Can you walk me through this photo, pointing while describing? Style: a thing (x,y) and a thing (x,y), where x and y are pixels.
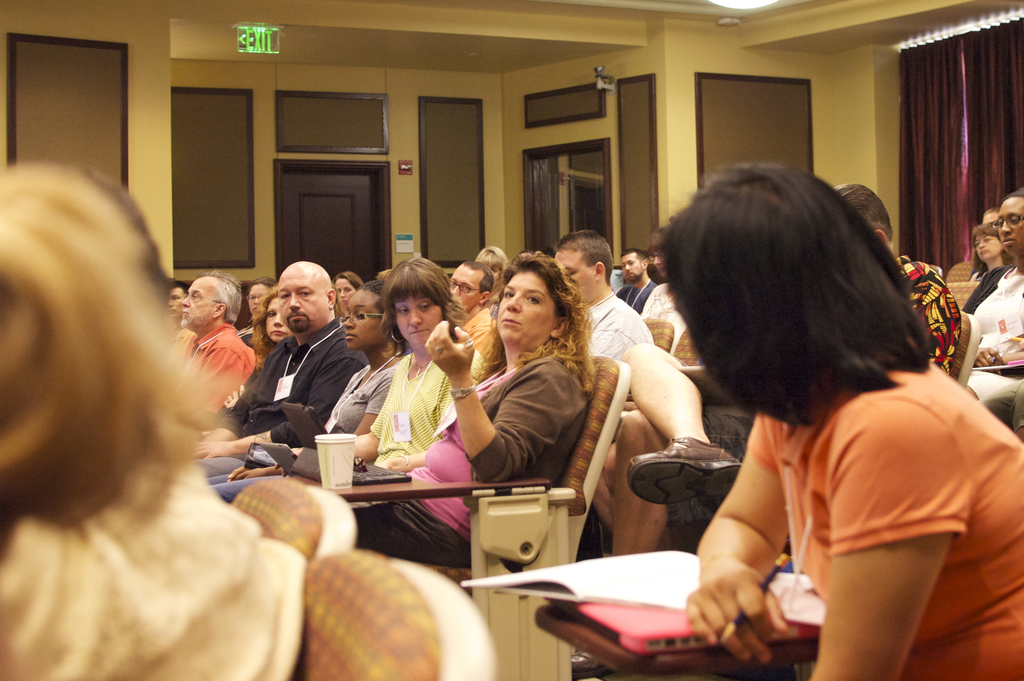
In this image we can see men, women (545,336), seats (553,542), laptops (391,481), book (601,578) and a glass (332,479). In the background (432,172), we can see doors (540,203) and frames (703,96) on the wall (275,20). At the top of the image (489,16), we can see the roof (441,34), lights (748,5) and a sign board (250,33). On the right side of the image (965,83), we can see the curtains (940,139).
